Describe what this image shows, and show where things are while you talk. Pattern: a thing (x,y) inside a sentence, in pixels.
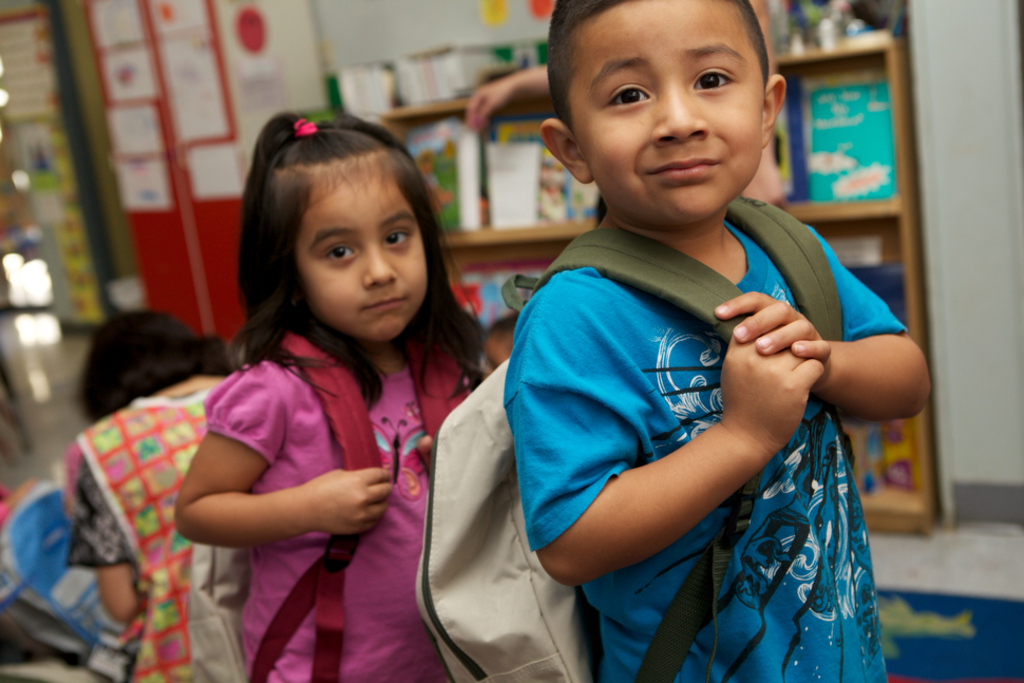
In this picture we can see two kids (580,355) standing here, they are carrying backpacks (361,459), in the background (838,218) there is a rack (852,204), we can see some books (840,201) on the rack (900,182), we can see a wall (967,167) here, on the left side (231,125) there is a board (228,144), we can see some papers (120,88) pasted on it.
